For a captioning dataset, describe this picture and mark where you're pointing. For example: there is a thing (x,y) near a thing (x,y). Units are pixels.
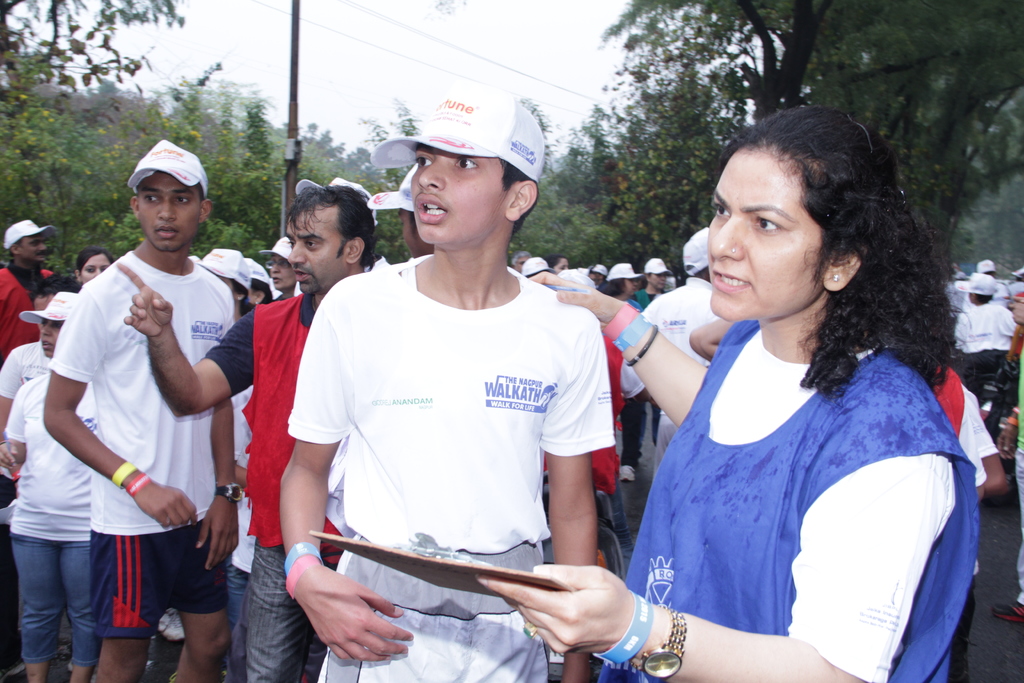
The woman (764,403) on the right side (858,501) is standing and she is holding a plank (544,579) in her hand (615,587). She is talking something. Beside her, the man (431,388) in white T-shirt (402,358) is standing and I think he is also talking. Behind him, we see many people (677,305) are standing and most of them are wearing the white caps (530,266). There are trees (605,145), electric pole (294,109) and wires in the background (256,157). At the top of the picture (367,27), we see the sky (463,32).
